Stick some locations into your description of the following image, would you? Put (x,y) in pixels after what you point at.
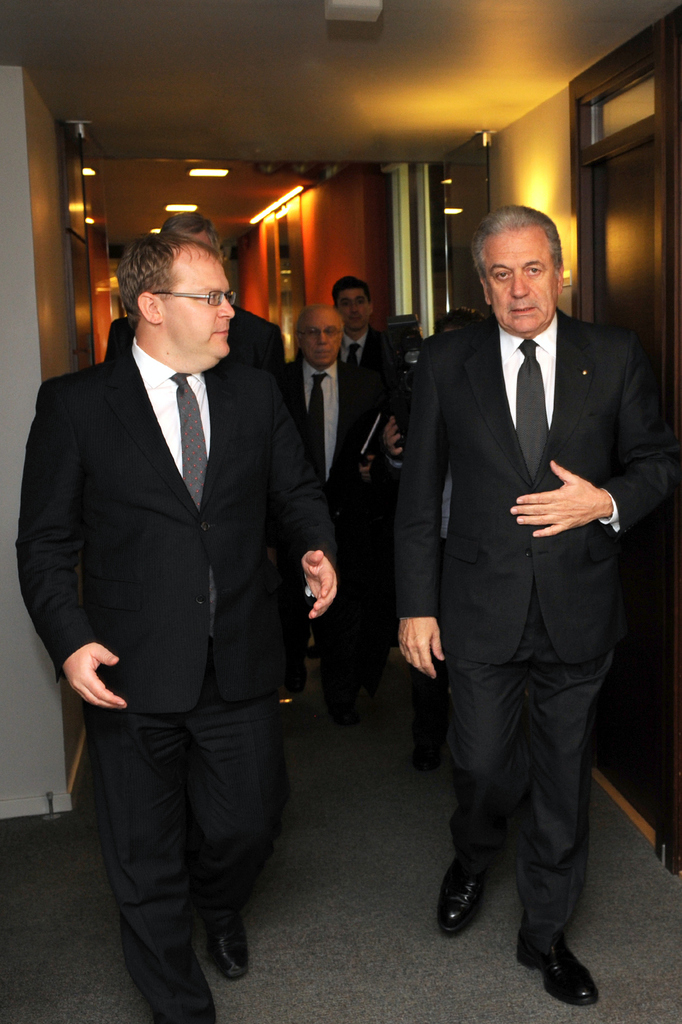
In this image I can see few men (378,566) are standing and I can see all of them are wearing formal dress (218,848) and shoes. In the background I can see few lights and here I can see he is wearing specs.
